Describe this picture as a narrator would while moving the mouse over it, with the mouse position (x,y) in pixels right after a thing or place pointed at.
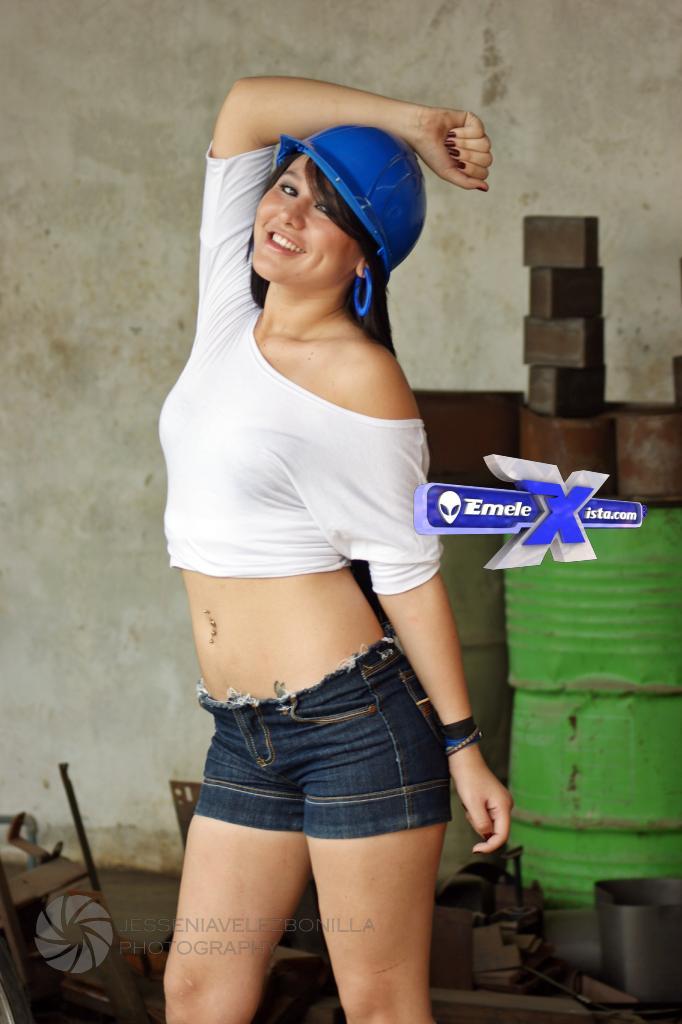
In the front of the image (353,380) I can see woman (372,803) is smiling. In the background of the image (513,688) there is a wall (79,278) and objects (456,941). Watermarks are on the image.
